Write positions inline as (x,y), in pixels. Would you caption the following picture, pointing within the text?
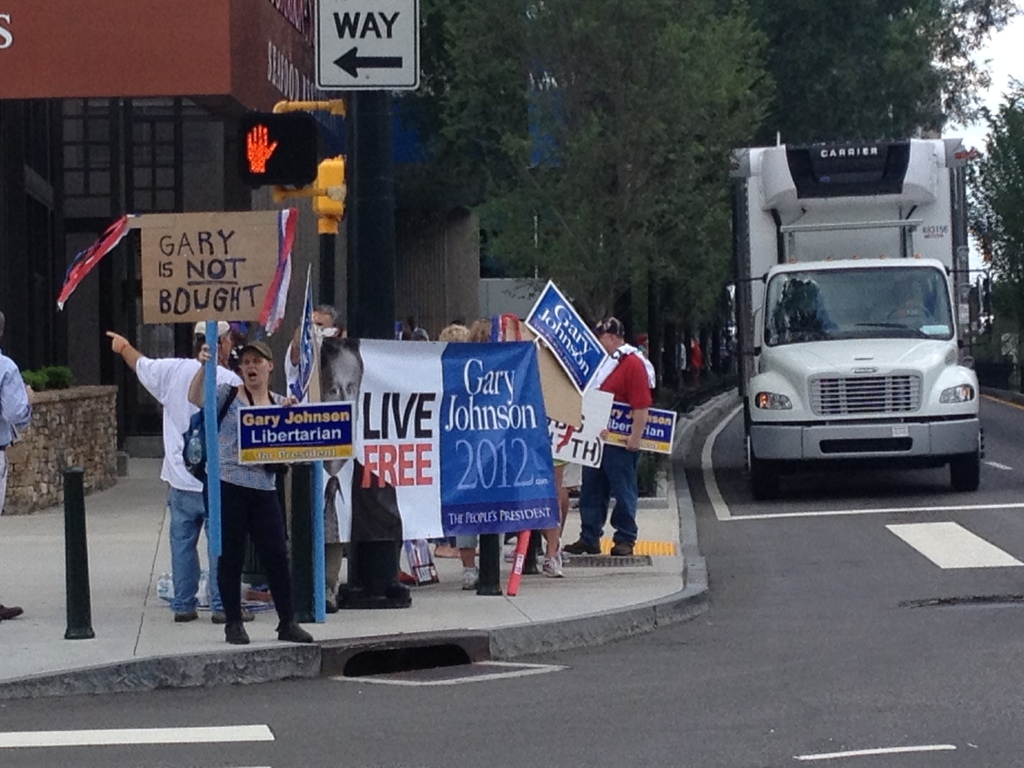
In this picture we can see some people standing and holding boards (189,294), there is a banner (439,475) here, on the right side (848,405) there is a vehicle (888,392) traveling on the road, we can see a pole (376,225) and a board (366,65) here, in the background (223,20) there is a building (209,36), we can see some trees (655,61) here, there is the sky (983,66) at the right top of the picture (1006,51).
